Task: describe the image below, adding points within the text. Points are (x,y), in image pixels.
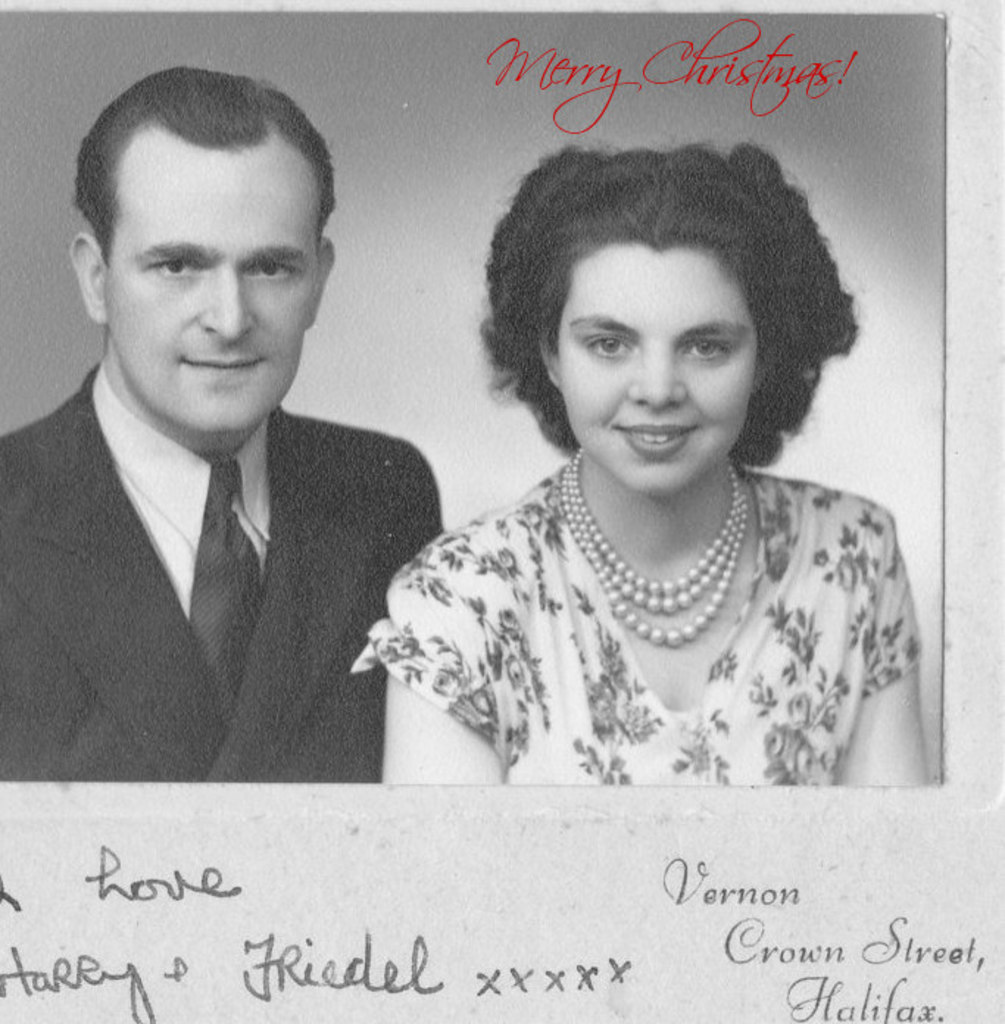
In the center of the image (347,551) we can see two persons (577,436) are there. At the bottom of the image (304,990) some text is there.
